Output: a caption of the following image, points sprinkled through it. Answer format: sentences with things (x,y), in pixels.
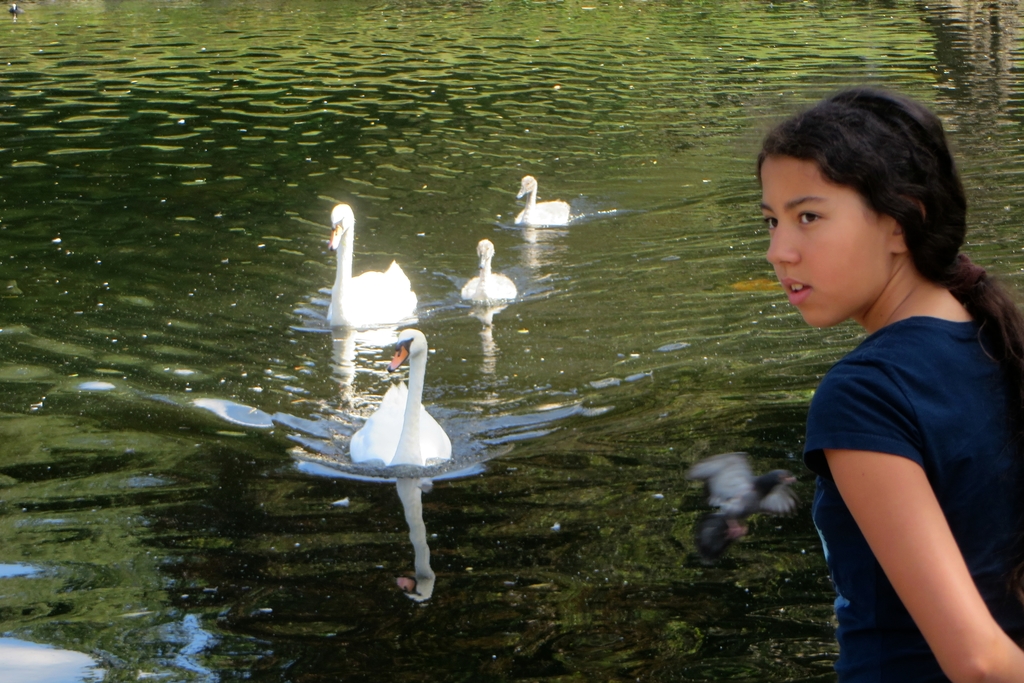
In this image, I can see the swans (411,331) and the young swans (490,294) moving in the water (454,468). On the right side of the image (854,356), I can see the girl (925,496) standing. This is a bird (730,511) flying.
